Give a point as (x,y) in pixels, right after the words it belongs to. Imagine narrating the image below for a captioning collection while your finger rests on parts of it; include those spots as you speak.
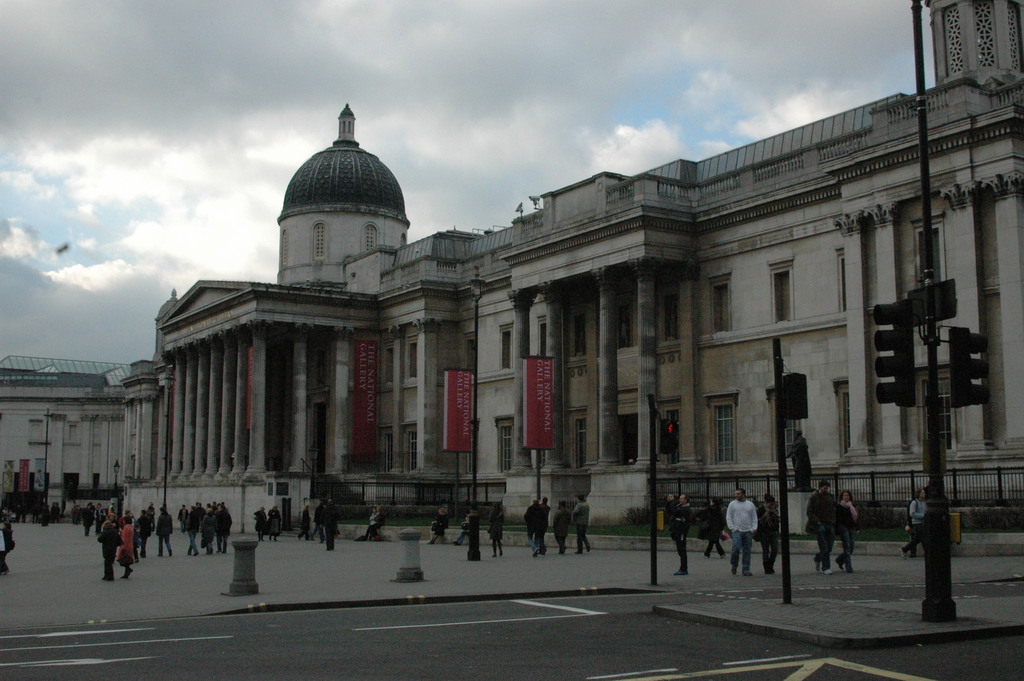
Here in this picture we can see a building (257,394) with number of windows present over a place and in the front (225,415) we can see pillars (225,415) also present and on the road (60,524) we can see number of people (104,517) standing and walking and we can see lamp posts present and we can see traffic signal lights (901,404) present on poles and we can see the sky (64,349) is fully covered with clouds (242,170).
